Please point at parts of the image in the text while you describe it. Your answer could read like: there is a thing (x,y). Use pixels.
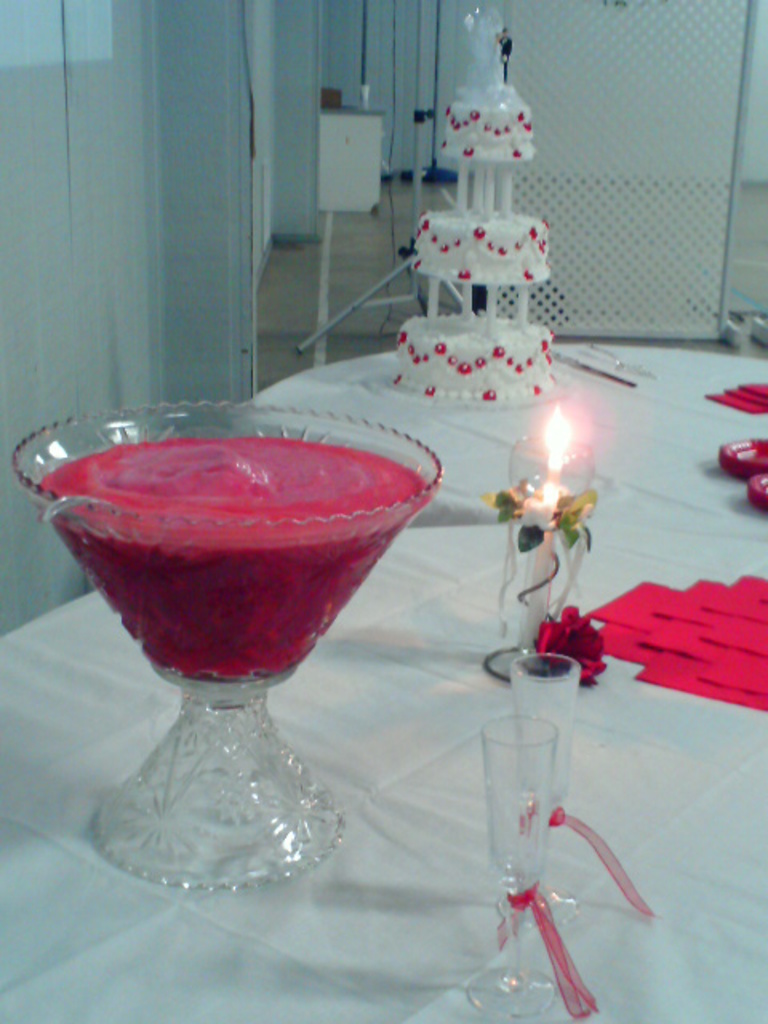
In this image I can see the glass bowl (224,619) with liquid (199,518), cake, candle (547,562), glasses (515,729) and flowers (543,635). These are on the table (384,621). To the side I can see few more objects (658,603). In the background (120,219) I can see the curtain (104,325).
